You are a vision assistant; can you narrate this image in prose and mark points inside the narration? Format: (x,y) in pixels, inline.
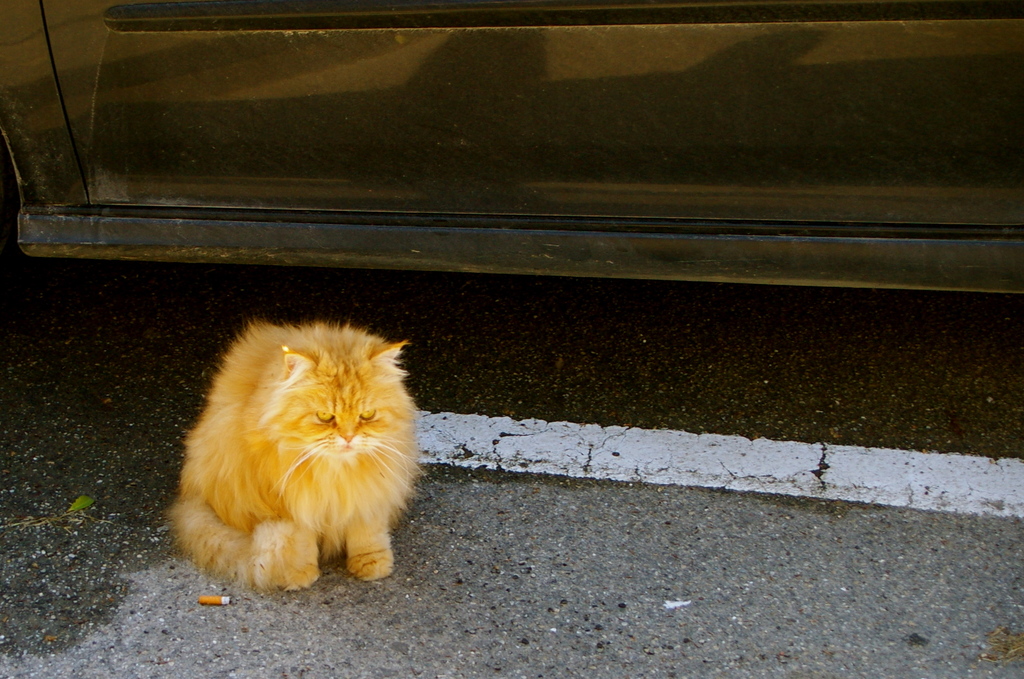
In this image I can see there is a cat (374,485) sitting on the road (451,596) and this is the door (249,137) of a vehicle (556,125).
